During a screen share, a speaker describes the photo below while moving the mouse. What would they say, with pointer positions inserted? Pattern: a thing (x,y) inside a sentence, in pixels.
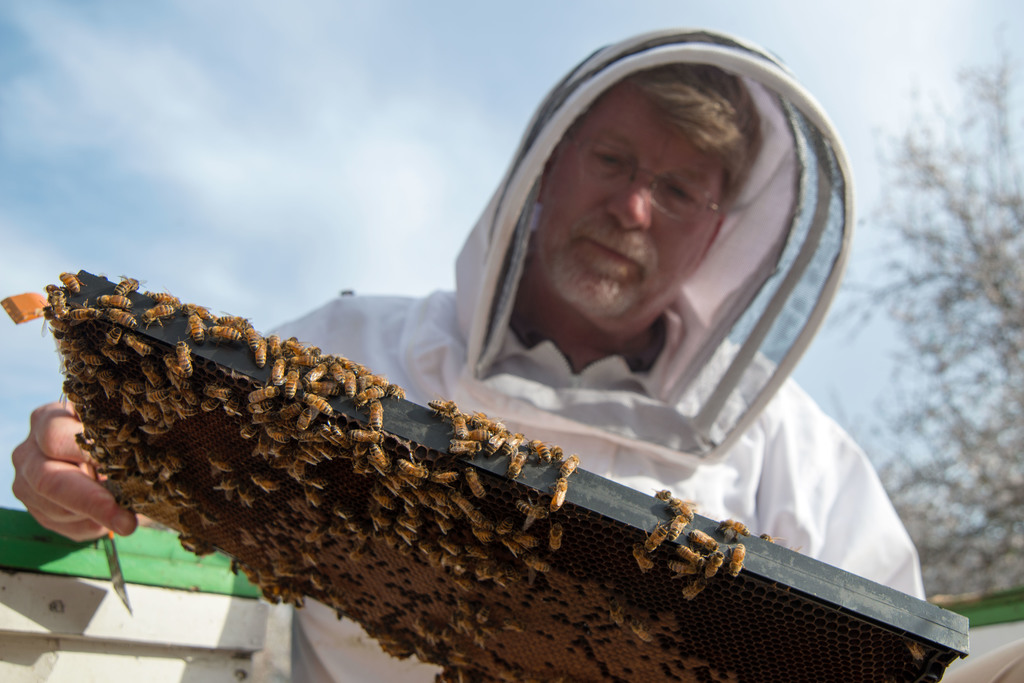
In this image there is a man (578,397) in the center (408,437) holding a stand (478,500) which is full of honey bees (276,433). In the background (89,236) there is a tree (967,398) and the sky (322,155) is cloudy.
